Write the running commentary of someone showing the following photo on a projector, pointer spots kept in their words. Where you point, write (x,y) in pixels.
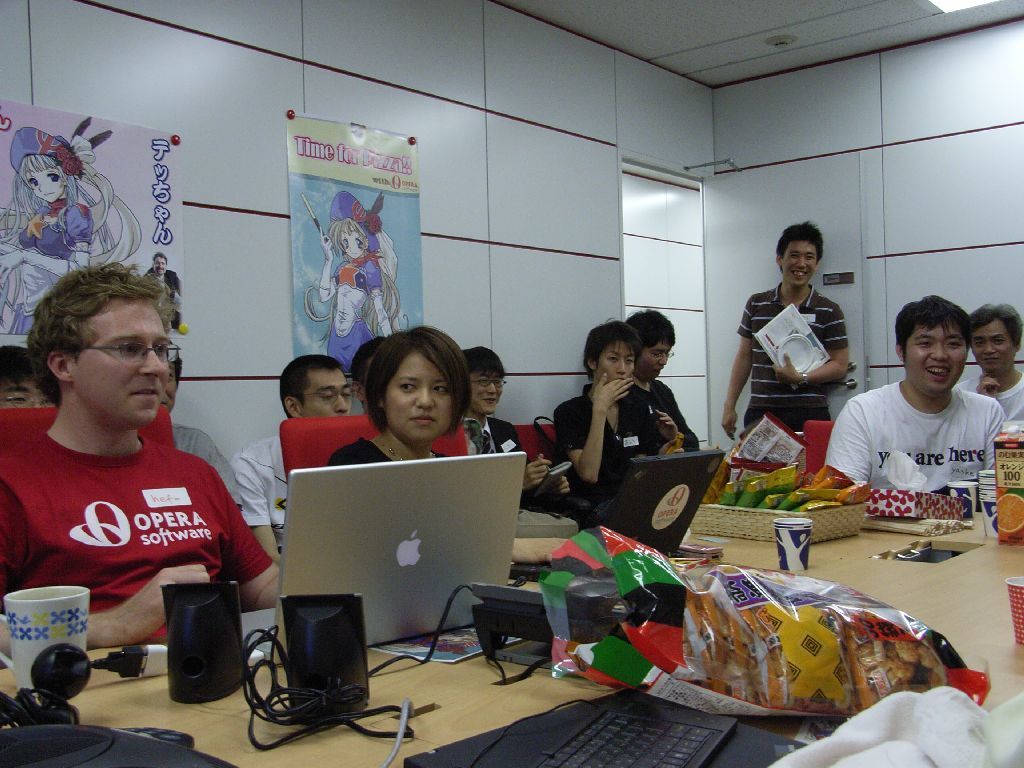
In this image there are a few people (526,542) sitting on their chairs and looking at the table (575,698). On the table (372,653) there is a laptop (362,524), speakers (298,669), cups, food items (731,602) and some other objects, there is a person (796,281) standing with a smile (805,269) on his face (793,266) and holding an object (792,358), behind him there is a door (857,251) and there is some poster (156,216) attached to the wall (523,204).
